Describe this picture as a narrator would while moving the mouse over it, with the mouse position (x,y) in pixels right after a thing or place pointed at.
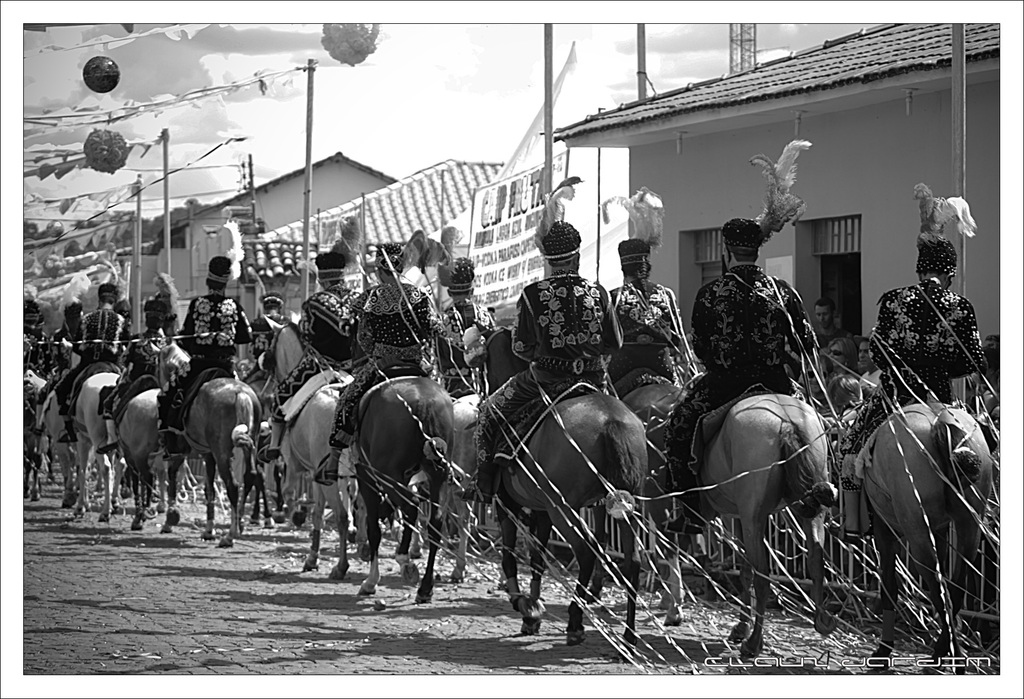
In this image i can see a group of people (900,345) sitting on horse (603,436) at the back ground (858,291) i can see a pole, a house (347,168), a sky (377,149).
